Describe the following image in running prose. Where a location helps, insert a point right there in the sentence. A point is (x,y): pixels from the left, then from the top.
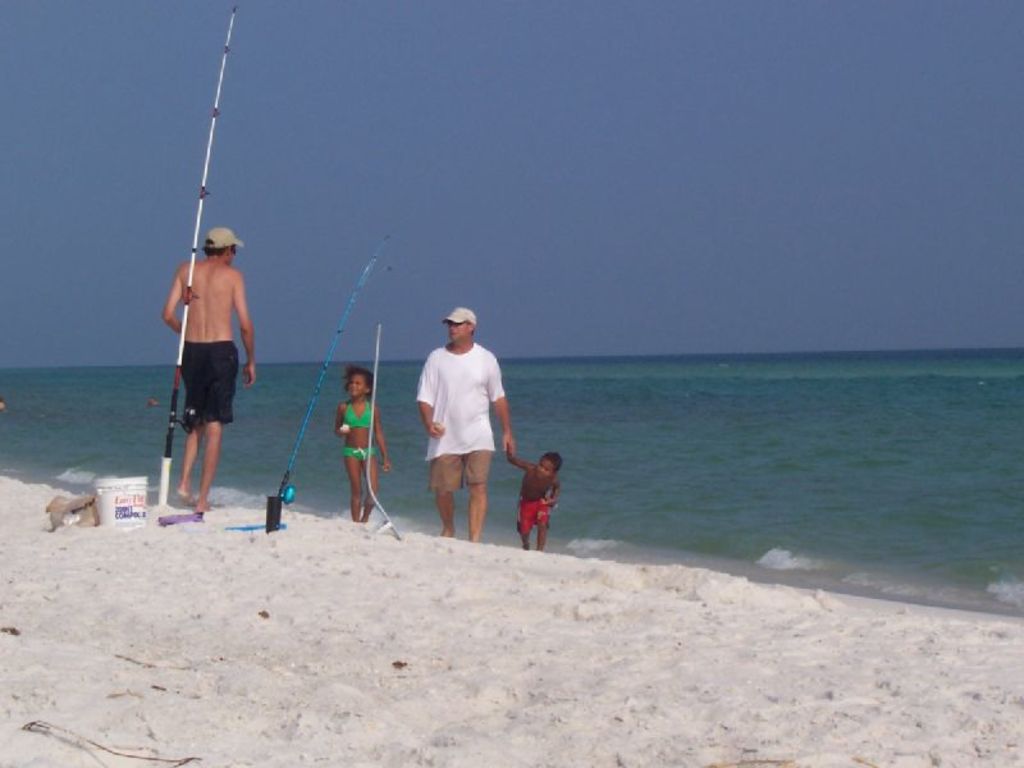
In this image I can see four people (443,490) with different color dresses (473,437). I can see two people (213,271) with the caps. These people (455,340) are on the sand (353,626). I can also see the white color bucket (114,515) and two fishing sticks (172,447). In the background (617,415) I can see the water (645,380) and the sky (366,96).
